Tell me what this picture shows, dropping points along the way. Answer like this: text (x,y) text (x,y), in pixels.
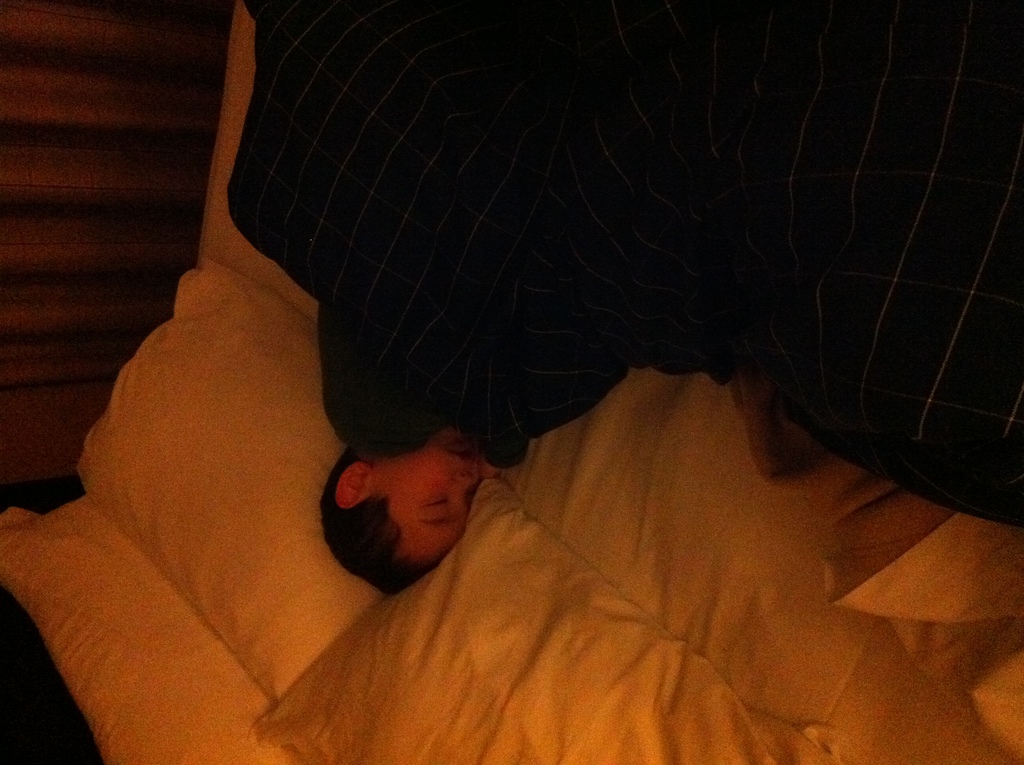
In this image, we can see a person (451,508) in bed (745,527).
